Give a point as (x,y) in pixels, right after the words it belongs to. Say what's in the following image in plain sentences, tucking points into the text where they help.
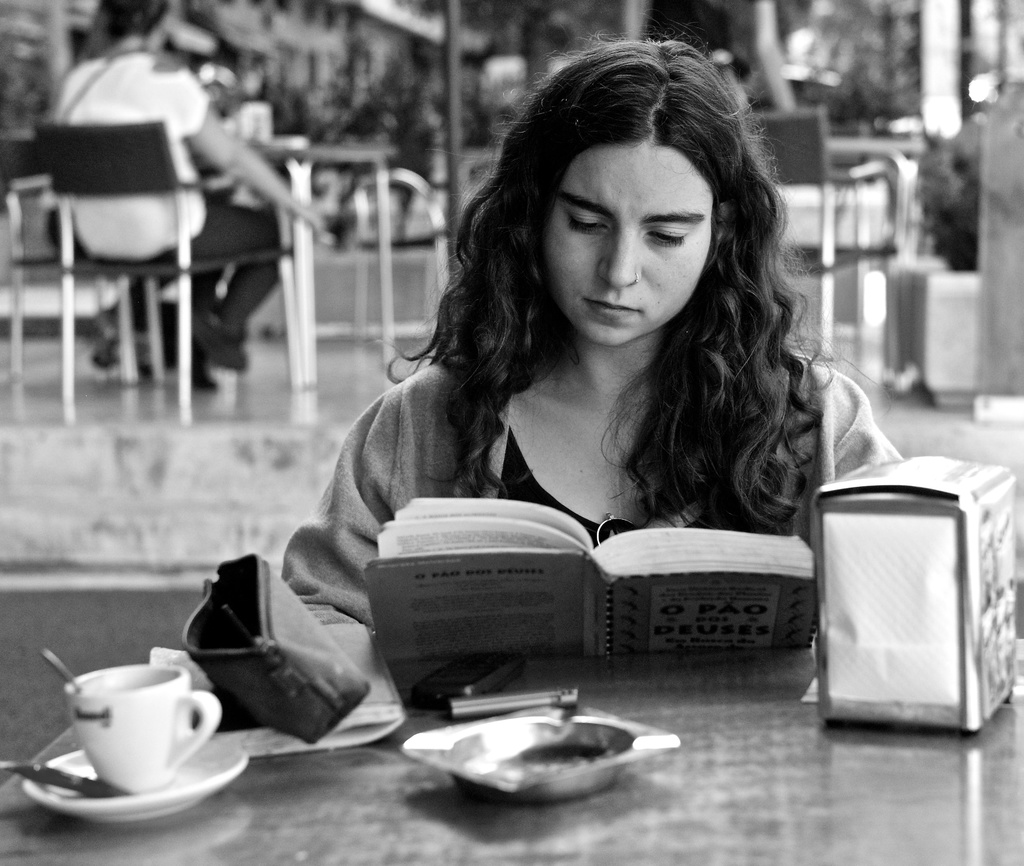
This is a black and white picture a girl (672,454) is sitting on the chair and holding book (622,604) and seems like reading on the table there are cup (124,725), saucer (132,797) and spoons (62,661) within. There is a pouch (294,659) mobile phone (460,679) and a lighter (518,706) and a tissue holder (926,575). In the background (142,72) i could see another person (168,200) sitting on the chair (170,179) beside the table (298,167).
